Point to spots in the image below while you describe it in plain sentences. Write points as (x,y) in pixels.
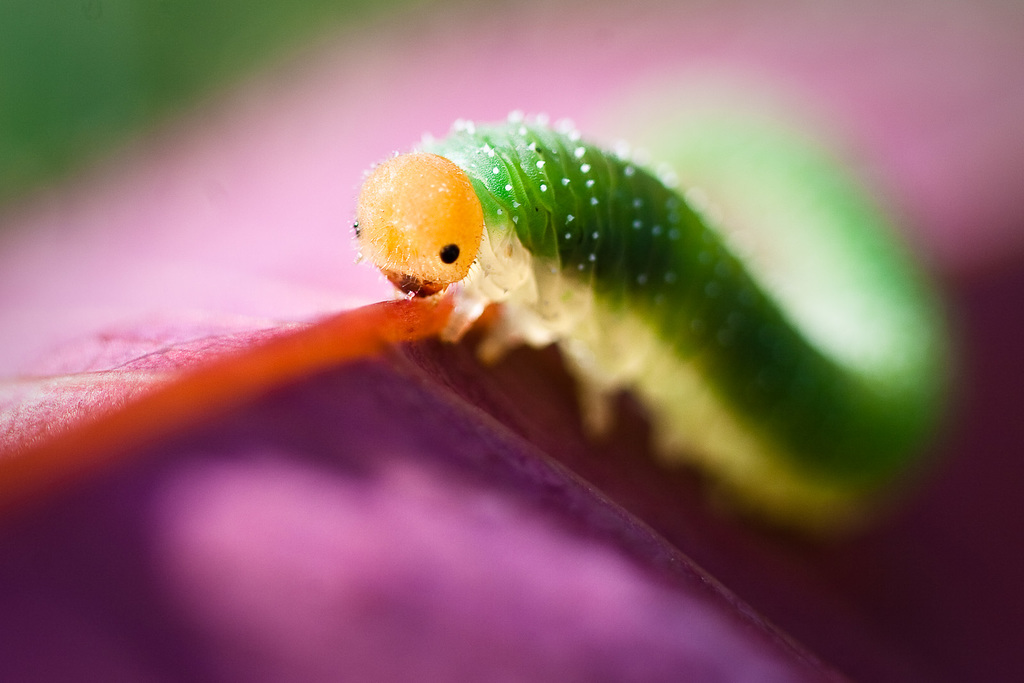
In this image we can see an insect (462,266) and the background (747,60) is blurred.
